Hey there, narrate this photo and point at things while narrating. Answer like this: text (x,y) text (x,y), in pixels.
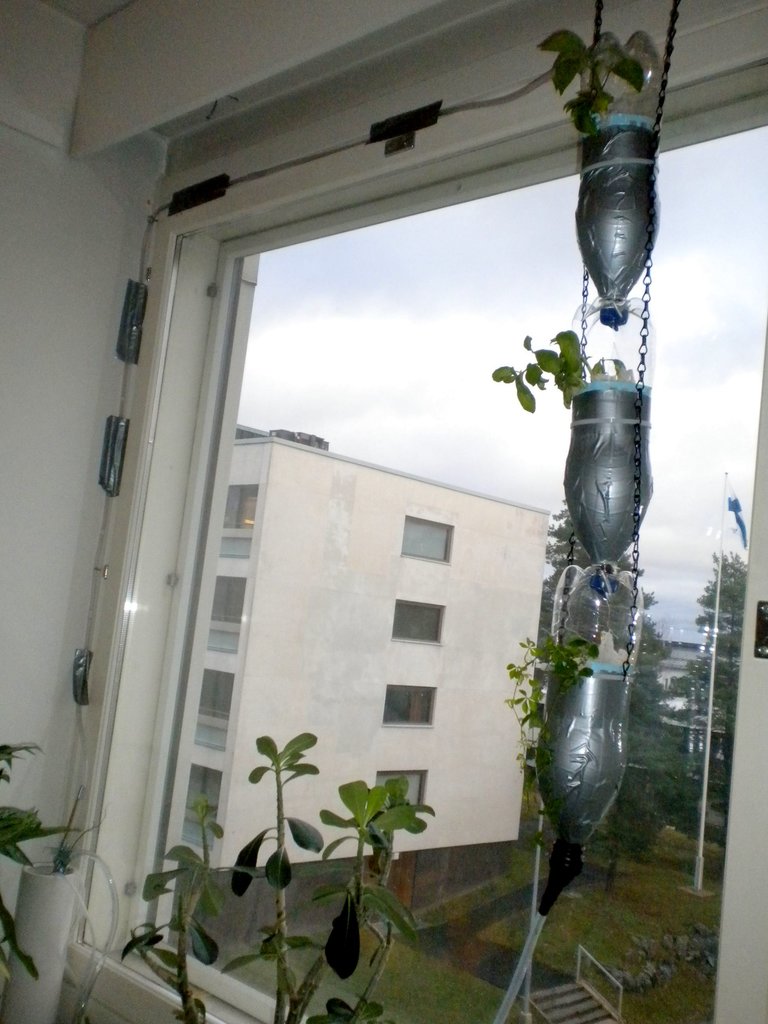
In this image there are plants (338,931), to the plants (338,931) the water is supplied through the bottles (596,162), behind the bottles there is a glass window (568,523), from the window (403,868) we can see trees (659,696), buildings (490,789) and there is a flagpole (717,618) and there are stairs (613,1022) with metal rod fence (619,984).
